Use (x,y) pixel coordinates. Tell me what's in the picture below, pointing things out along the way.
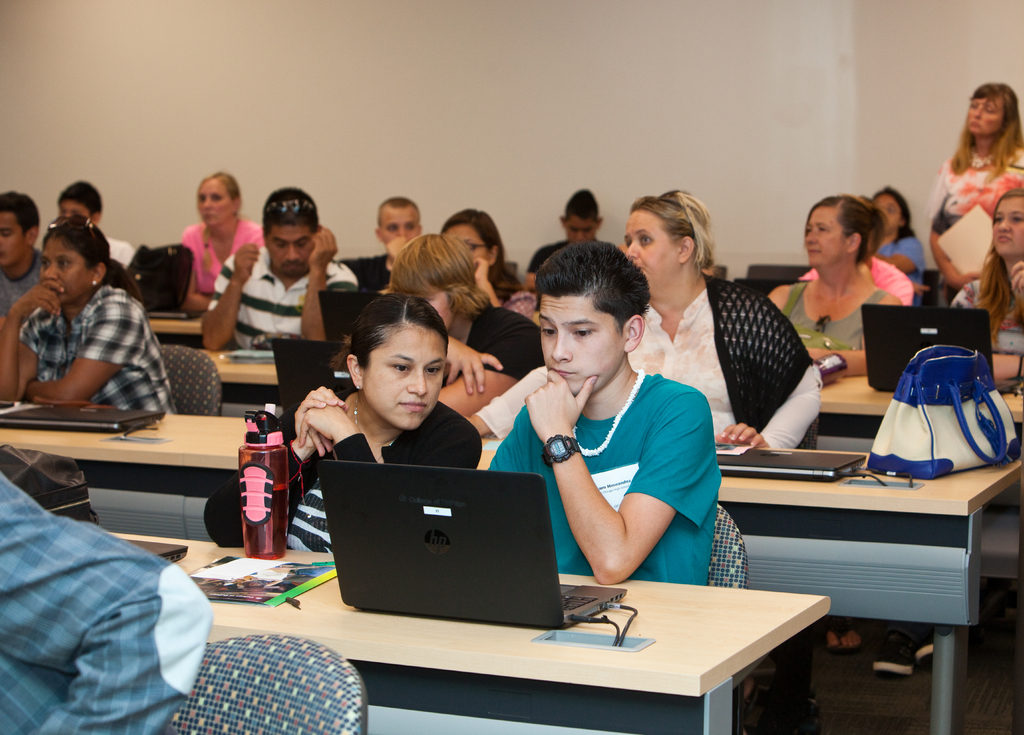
In this picture we can see a group of people (120,322) sitting on chairs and in front of them on table (181,526) we have laptops (379,586), books (253,599), bottles (255,486), bag (886,431) and in the background (232,96) we can see wall (454,107) and one woman (976,95) is standing.
